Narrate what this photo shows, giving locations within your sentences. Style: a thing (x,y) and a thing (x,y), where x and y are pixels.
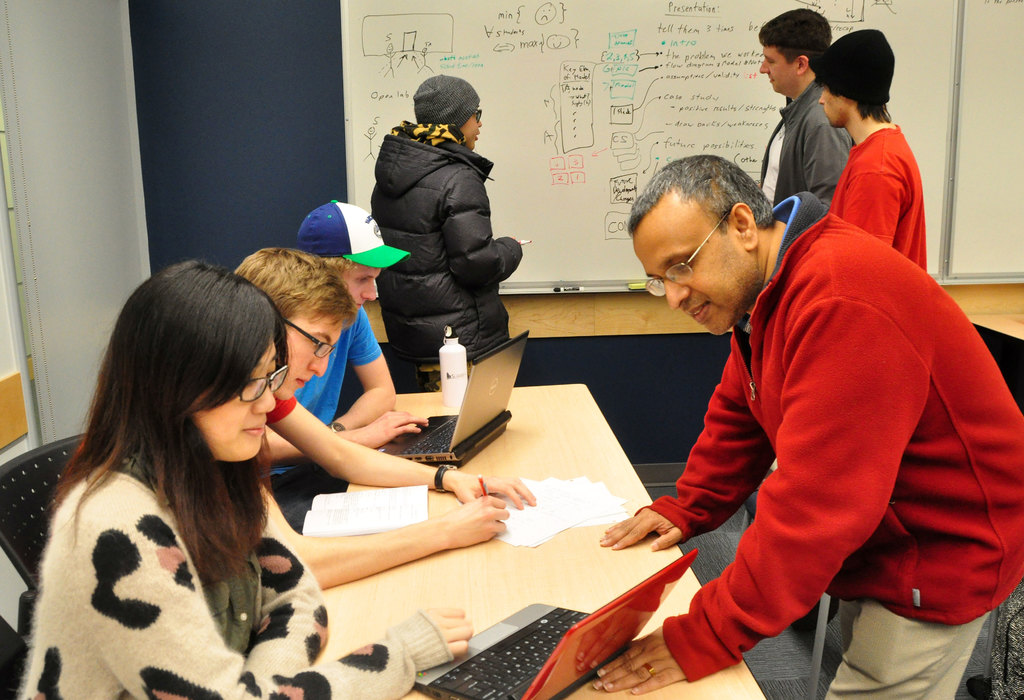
In the picture we can see a table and near to it we can see two men (407,542) and one woman (187,535) sitting on the chairs (32,584) and one man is working in the laptop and he is with a cap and beside him we can see another man (393,543) sitting and looking in the papers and beside him we can see a woman (173,536) watching in the laptop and in front of her we can also see a man (997,537) standing and looking in the laptop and in the background (676,355) we can see a wall (665,362) with white color board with some information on it and near it we can see few people (803,149) standing.
